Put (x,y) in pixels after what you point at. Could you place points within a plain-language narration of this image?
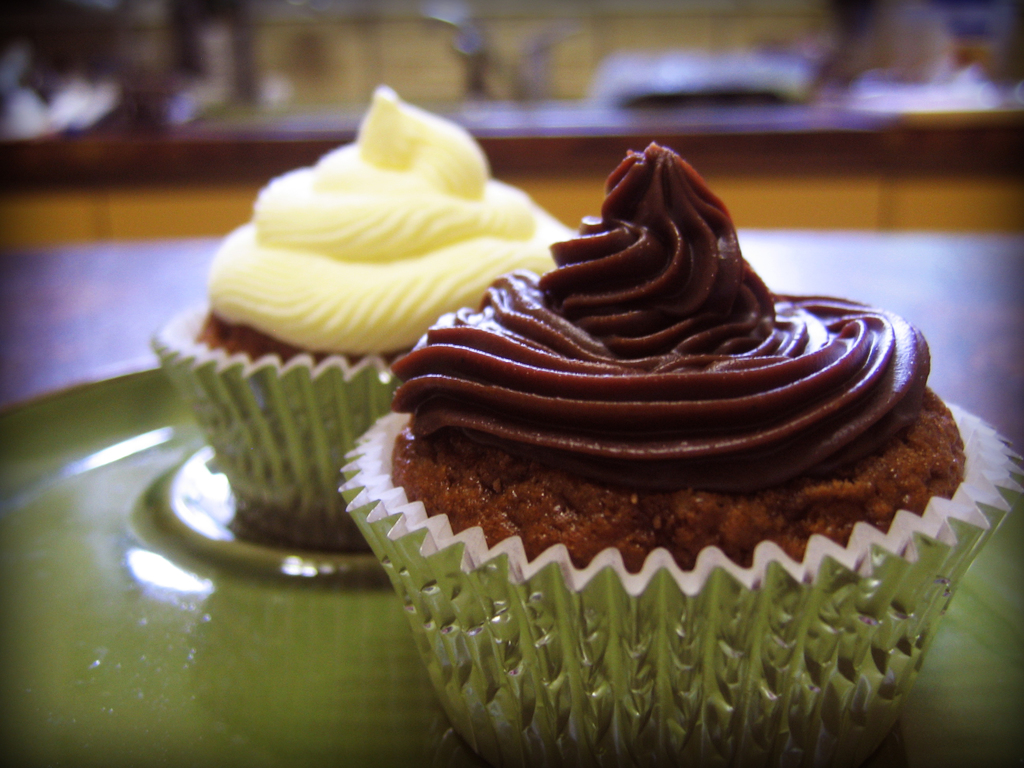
In this picture we can see cupcakes (498,453) and blurry background (583,46).
